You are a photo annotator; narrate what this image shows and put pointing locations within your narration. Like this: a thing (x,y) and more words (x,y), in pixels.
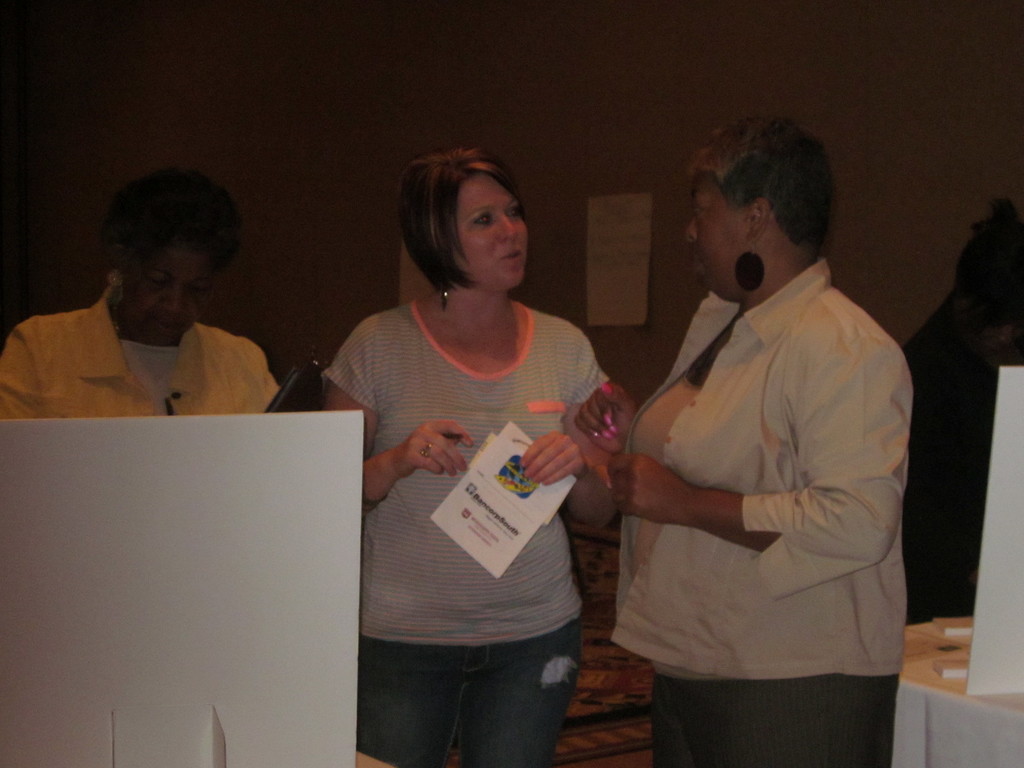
In this picture we can see three persons (560,377) are standing, a woman (476,409) in the middle (510,477) is holding papers (500,519), in the background (577,59) there is a wall (527,98), we can see a paper (618,259) pasted on the wall (591,65), a woman (201,377) on the left side (201,377) is holding something.
